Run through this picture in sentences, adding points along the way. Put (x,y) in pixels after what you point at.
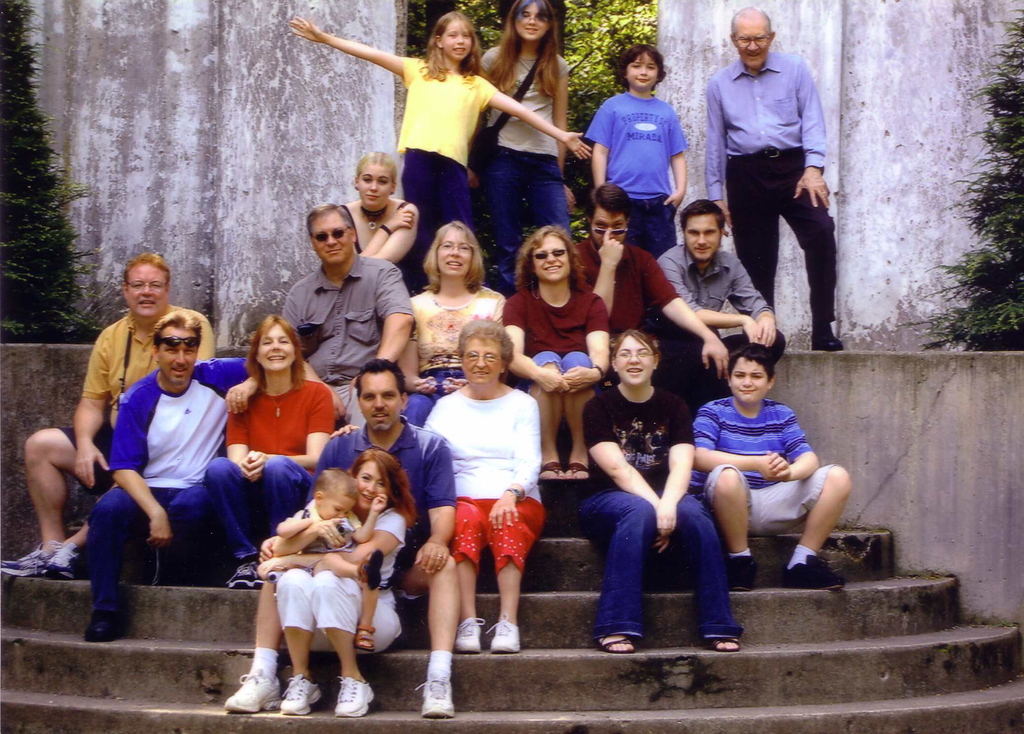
In the picture we can see some family members (655,541) are sitting on the steps (853,696) with their children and behind them, we can see four people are standing, and behind them, we can see the wall (919,134) and on the either sides of the wall (70,33) we can see plants (66,337).
